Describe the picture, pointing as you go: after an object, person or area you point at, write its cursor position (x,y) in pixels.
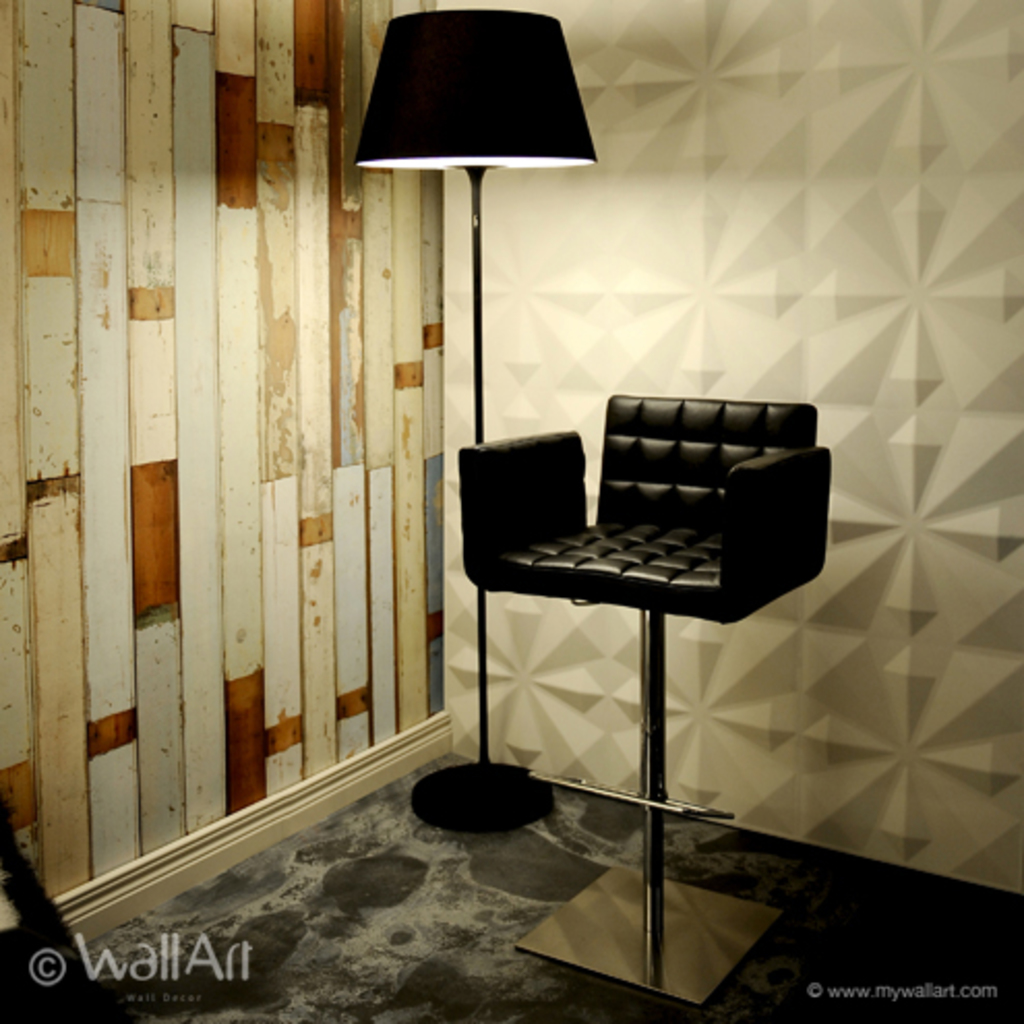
In this picture we can see a chair (634,514) and a lamp (392,152) in the middle (479,557), on the left side (317,440) there is a wall (400,505), at the right bottom (890,993) there is some text (875,993), we can see a wall art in the background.
